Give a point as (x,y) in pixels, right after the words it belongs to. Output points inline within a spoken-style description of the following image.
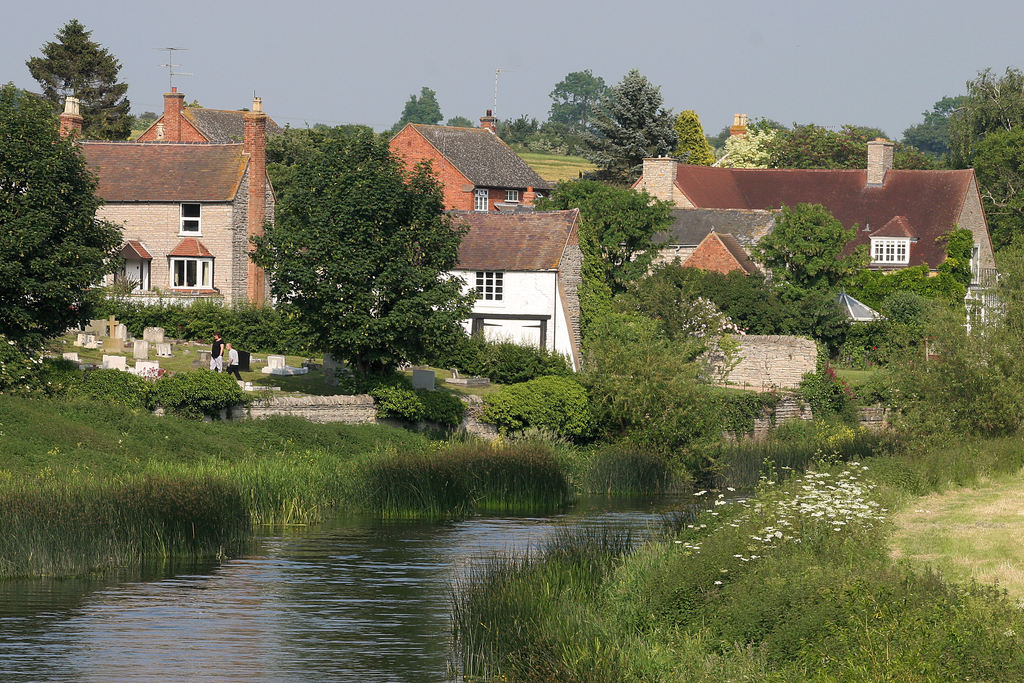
In this image there is water (229,657), plants (751,503) with flowers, grass (49,435), buildings (134,155), graveyard (191,360), two persons (218,336) standing, trees (314,322), sky (295,120).
